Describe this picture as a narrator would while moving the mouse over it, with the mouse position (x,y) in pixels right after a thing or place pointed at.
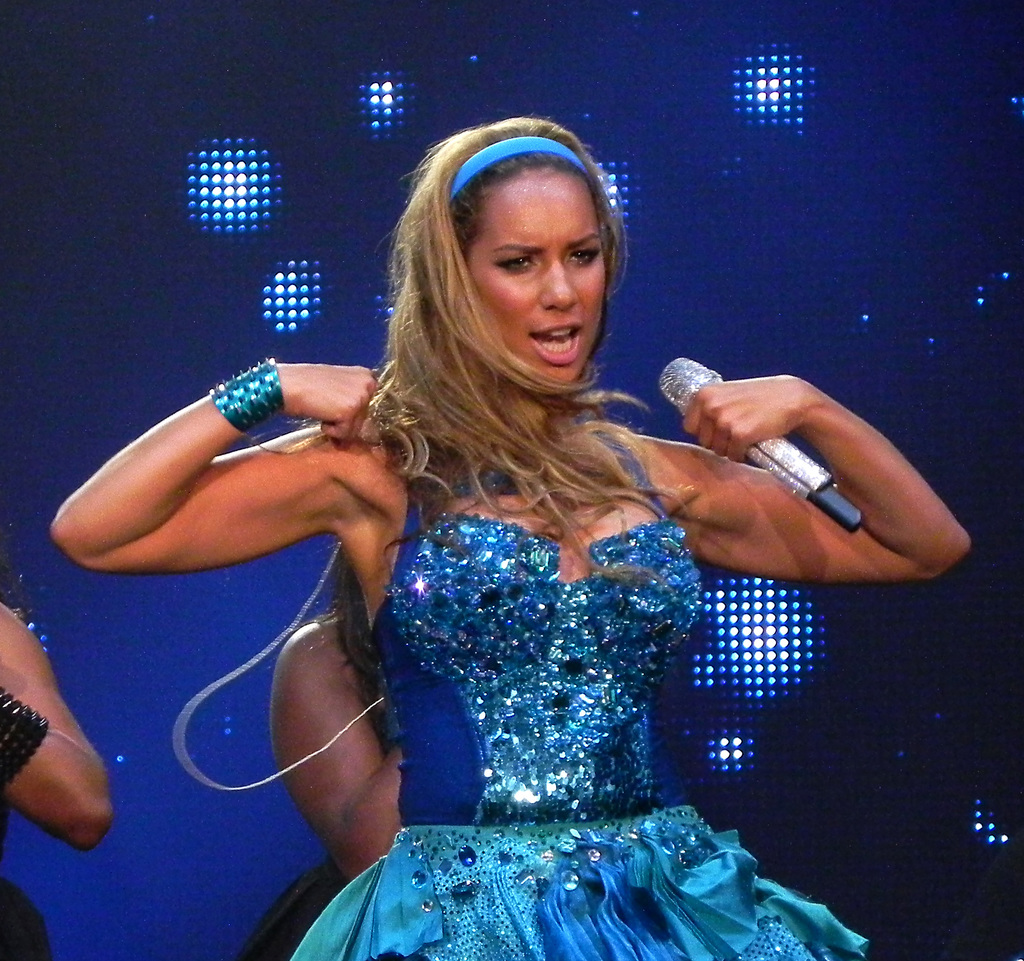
In the center of the image (457,596), we can see a lady (537,638) holding a mic (749,452) in her hand (768,410) and in the background (196,118), there are some other people (335,707) and we can see some lights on the screen (749,167).
